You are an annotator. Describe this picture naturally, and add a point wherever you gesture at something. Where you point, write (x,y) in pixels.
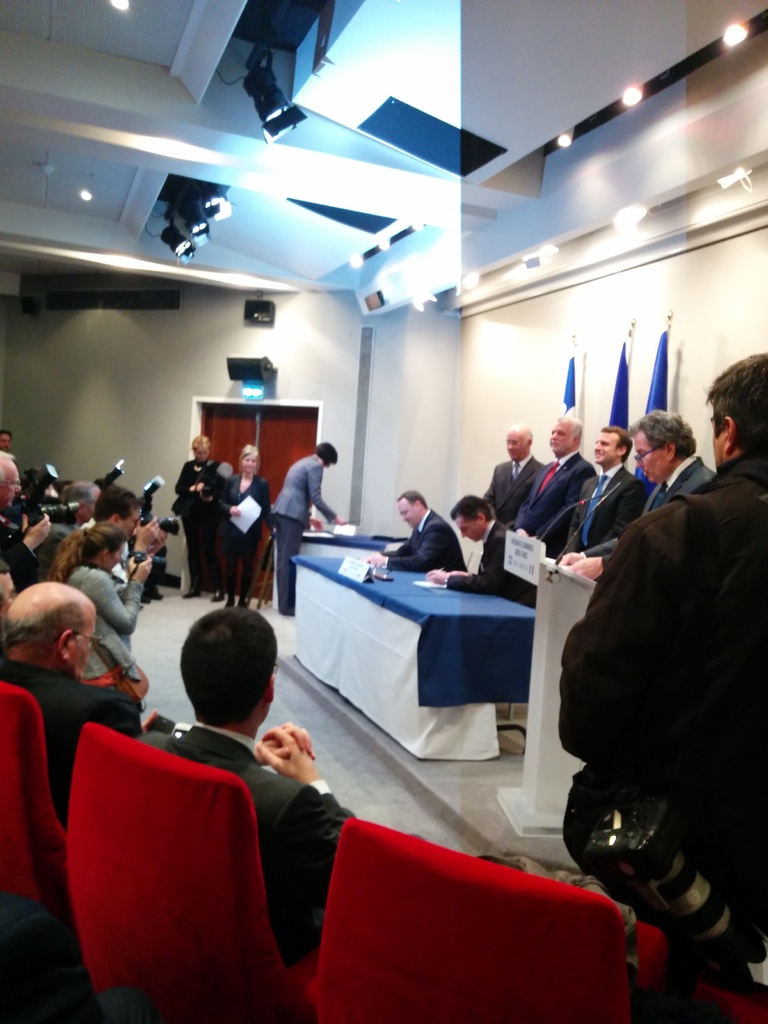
This picture is clicked in the conference hall (169,498). At the bottom (207,683), we see the people (236,701) are sitting. On the right side (674,822), we see a man (660,758) is standing. Beside him, we see a man (642,501) is standing and in front of him, we see a podium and he might be talking on the microphone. Beside him, we see three men (568,475) are standing and two men (471,515) are sitting on the chairs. In front of them, we see a table (381,625) on which papers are placed. Behind them, we see the flags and a wall (536,376) in white color. On the left side (106,579), we see many people (122,502) are standing and they are holding the cameras (171,527) in their hands (145,563). They are clicking photos with the camera (165,520). In the background (181,504), we see three women (295,504) are standing. Behind them, we see a wall (176,305) and a brown door (233,410).
